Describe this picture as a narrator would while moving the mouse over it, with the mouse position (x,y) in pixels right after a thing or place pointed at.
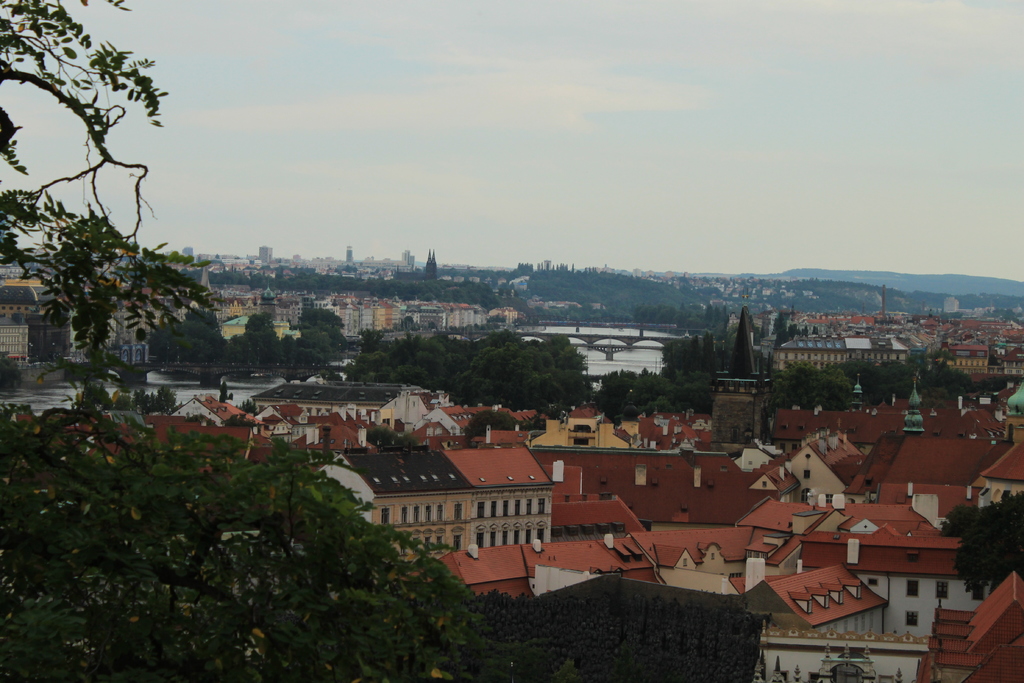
In this image we can see buildings (805,656), trees (559,404), hills (712,278) and sky (568,254).
